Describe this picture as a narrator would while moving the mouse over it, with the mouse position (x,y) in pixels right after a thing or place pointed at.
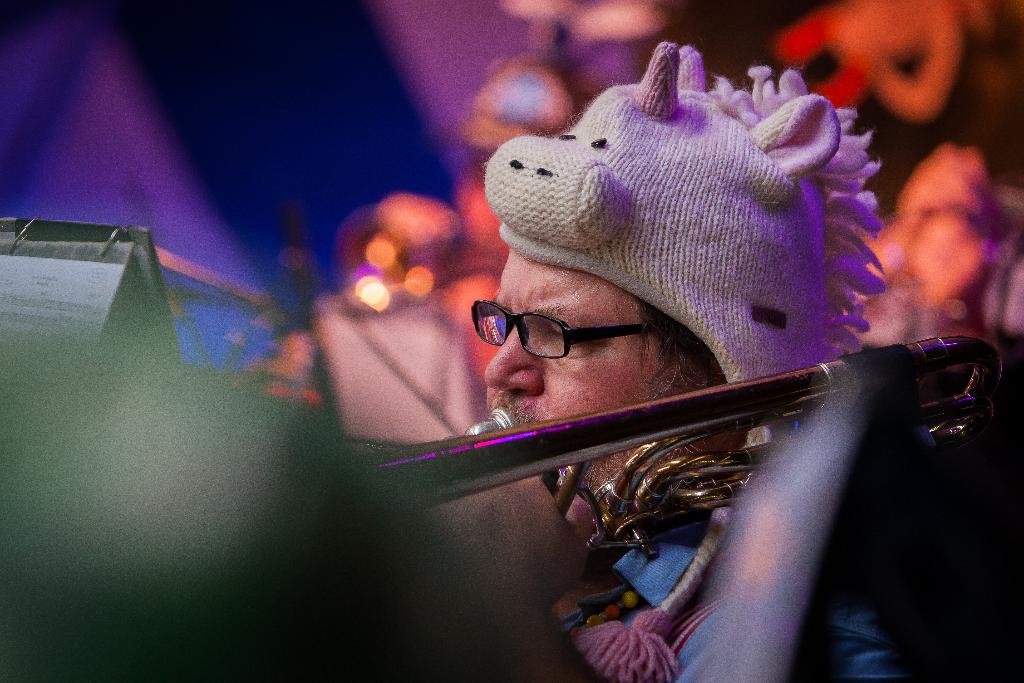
In this picture we can see a man (708,586) playing some musical instrument (662,418). He has spectacles (568,346) and he wear a woolen cap (767,206). And on the background (390,259) we can see some lights (382,285).
